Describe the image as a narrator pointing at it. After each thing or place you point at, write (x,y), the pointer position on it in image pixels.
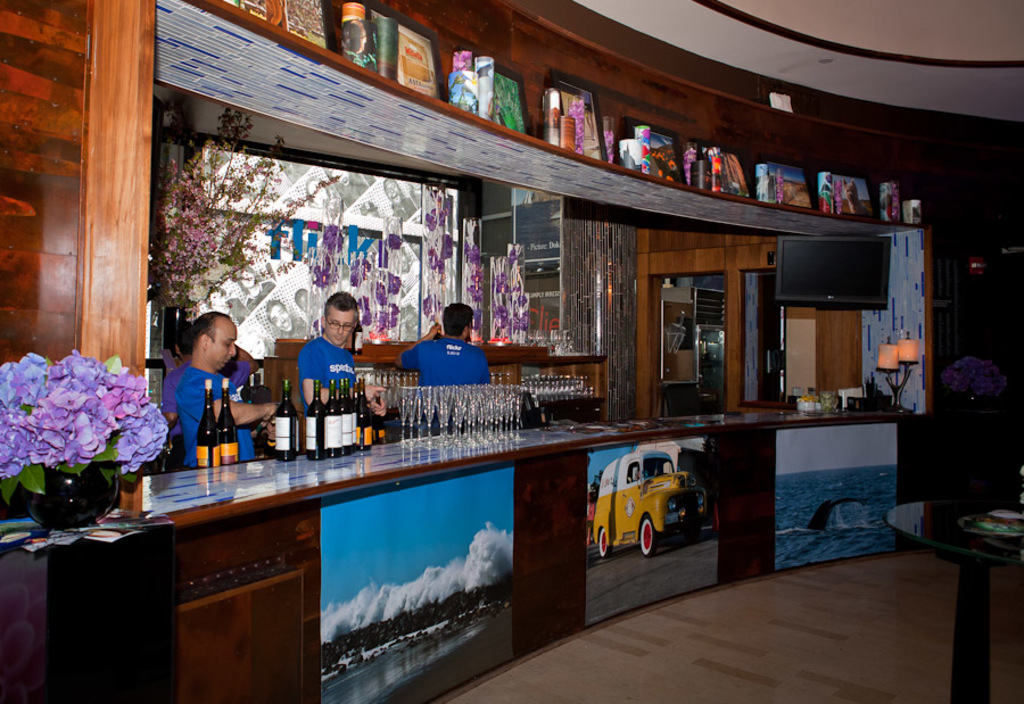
In the picture there is a restaurant (595,243) in which three people (479,383) are standing and doing some work there is a table (551,455) in front of them on the table (376,448) there are many glasses (402,419) and bottles (312,415) on the table (277,595) there are many stickers (475,578) and posters (777,479) there is a TV (808,251) there is a house plant (102,505) on the table (226,592) there are some lamps (914,354) there are some items (354,32) present on the shelf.
